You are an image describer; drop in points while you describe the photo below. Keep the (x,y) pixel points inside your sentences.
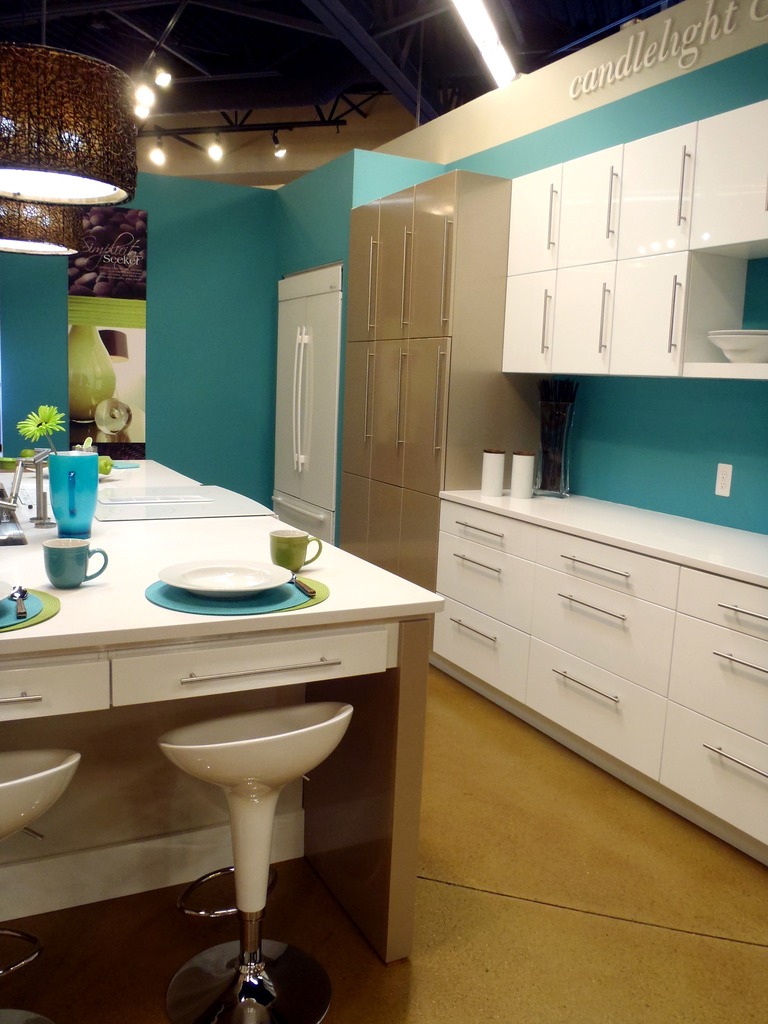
In this image on the left side (156,659) there is a table (328,596), on the table (389,608) there are plates (213,580), cups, jug (89,517) and some flowers (49,406). Beside the table (134,781) there are chairs (6,813), and on the right side (661,531) there is a cupboard (625,515) fridge (312,327). On the cupboard (503,505) there are some objects (521,487) and in the background (655,416) there is wall (219,215). At the top (77,189) there are some lights (87,126) and ceiling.
